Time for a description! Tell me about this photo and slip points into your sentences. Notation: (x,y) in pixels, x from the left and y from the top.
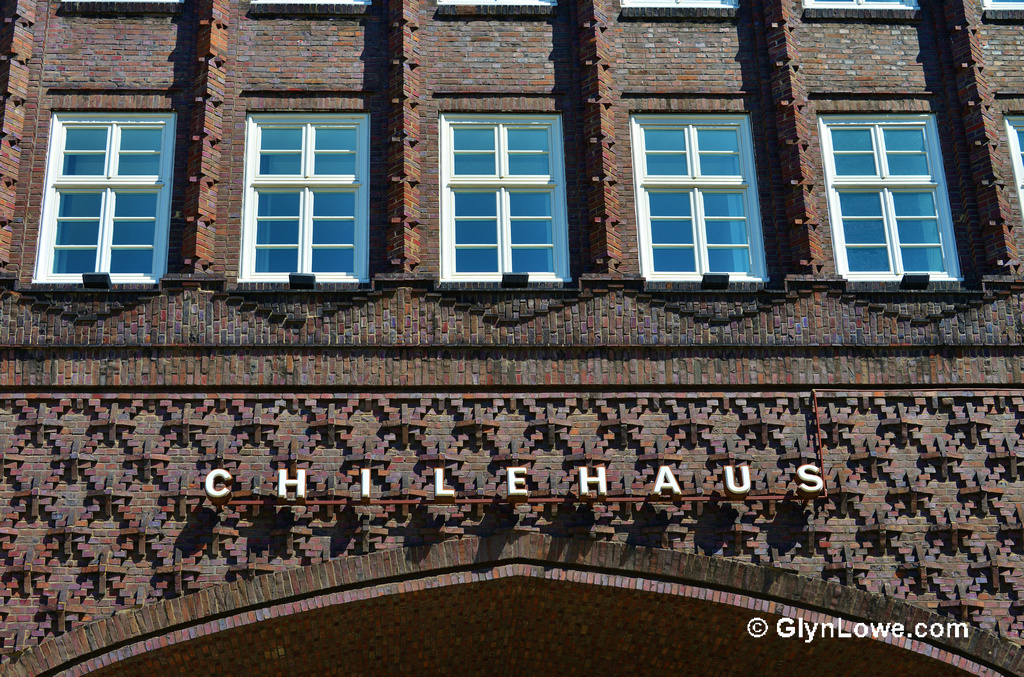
The picture consists of a building (395,413). In the picture we can see windows (547,208), text (520,472) and brick wall (94,445).
